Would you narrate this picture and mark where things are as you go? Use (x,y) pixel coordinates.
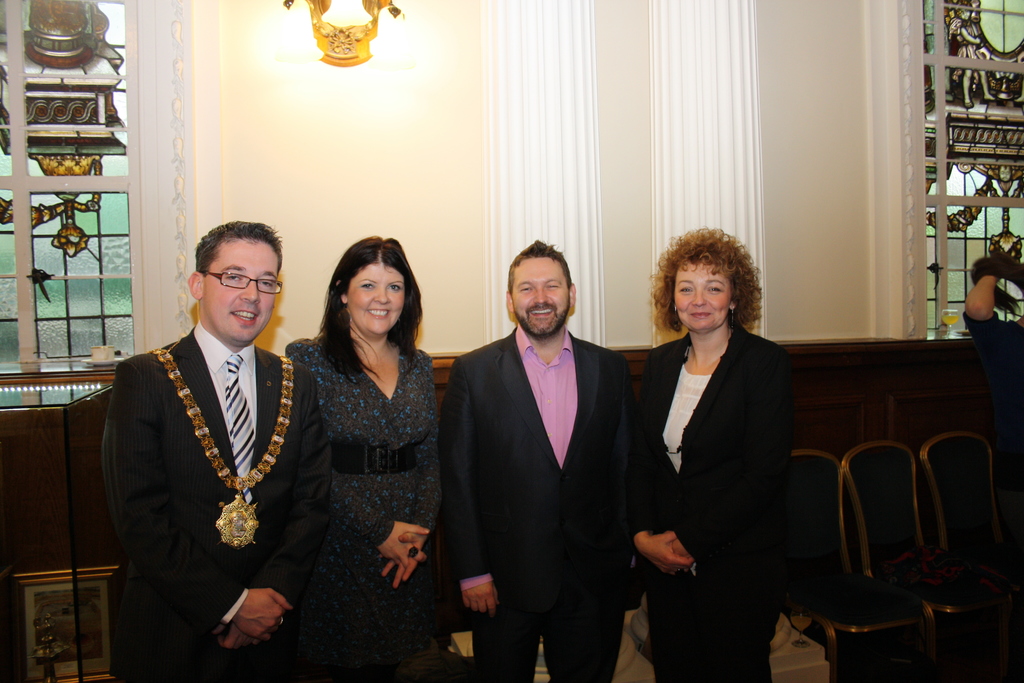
In this picture we can see four people (236,390) standing and smiling and in the background (811,596) we can see a person (1010,477), chairs (892,534), pillars (724,164), glass (950,334), cup (103,348), saucer (120,361), windows (69,350), light (338,44), frame (67,591), oil lamp (50,630), wall (348,145) and some objects (8,398).
